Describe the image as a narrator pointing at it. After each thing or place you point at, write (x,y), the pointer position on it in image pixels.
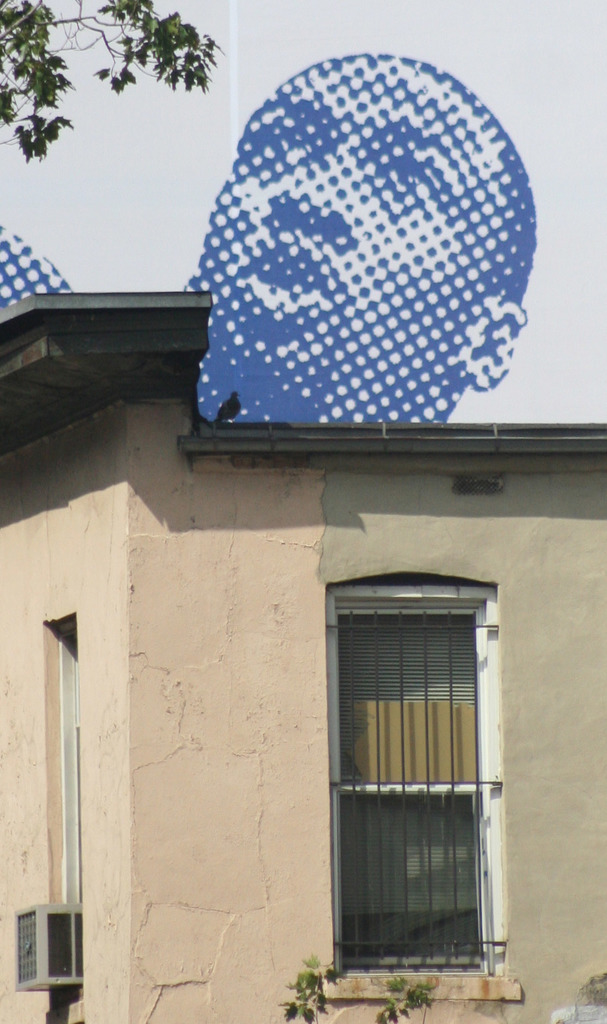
In this picture we can see a small house (318,516) with a window (410,670). In the background (264,366), we can see a mosaic image (240,215) of a person (320,276) & leaves (122,47).
